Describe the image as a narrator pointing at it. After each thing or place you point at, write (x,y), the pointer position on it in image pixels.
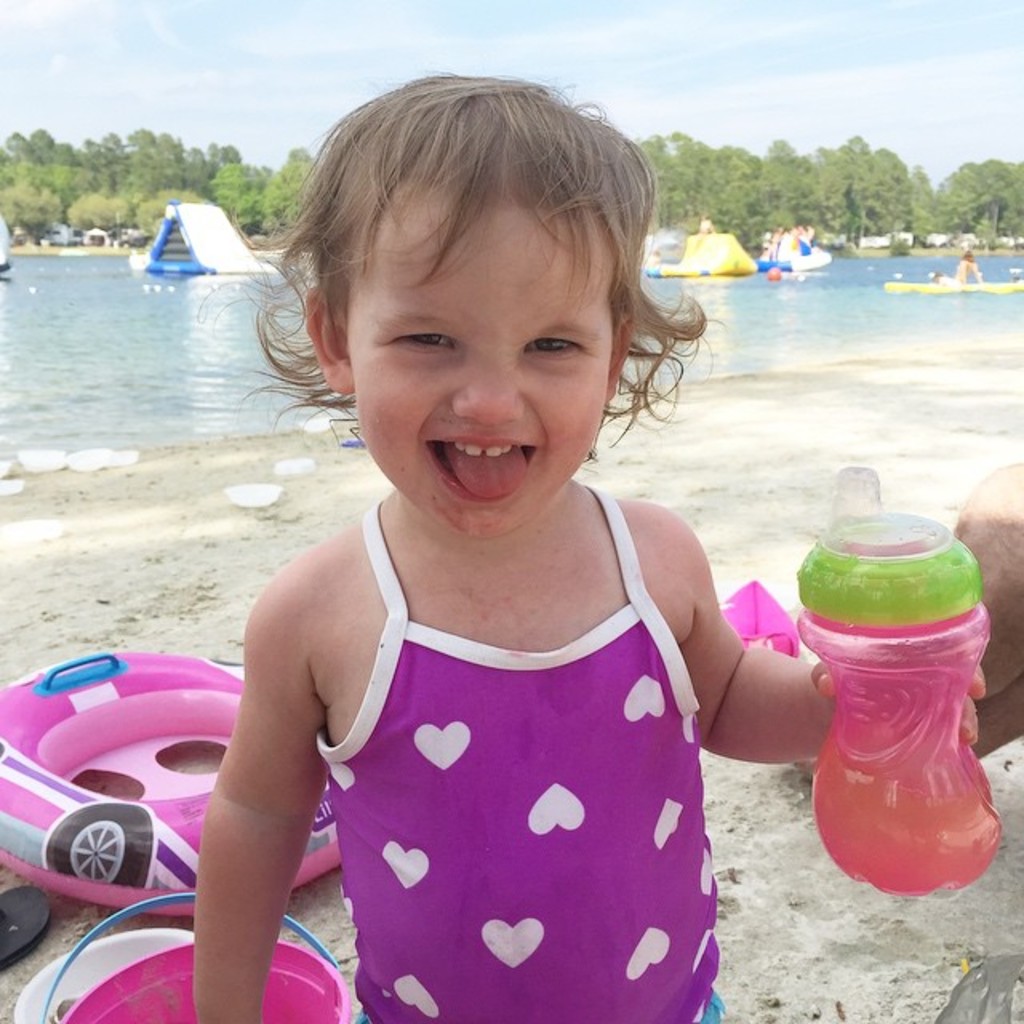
In this Image I see a child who is holding a bottle (867,496) and there is a bucket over here. In the background (43,492) I see the sand (27,513), water (934,302), trees (11,206) and the sky (889,31).
